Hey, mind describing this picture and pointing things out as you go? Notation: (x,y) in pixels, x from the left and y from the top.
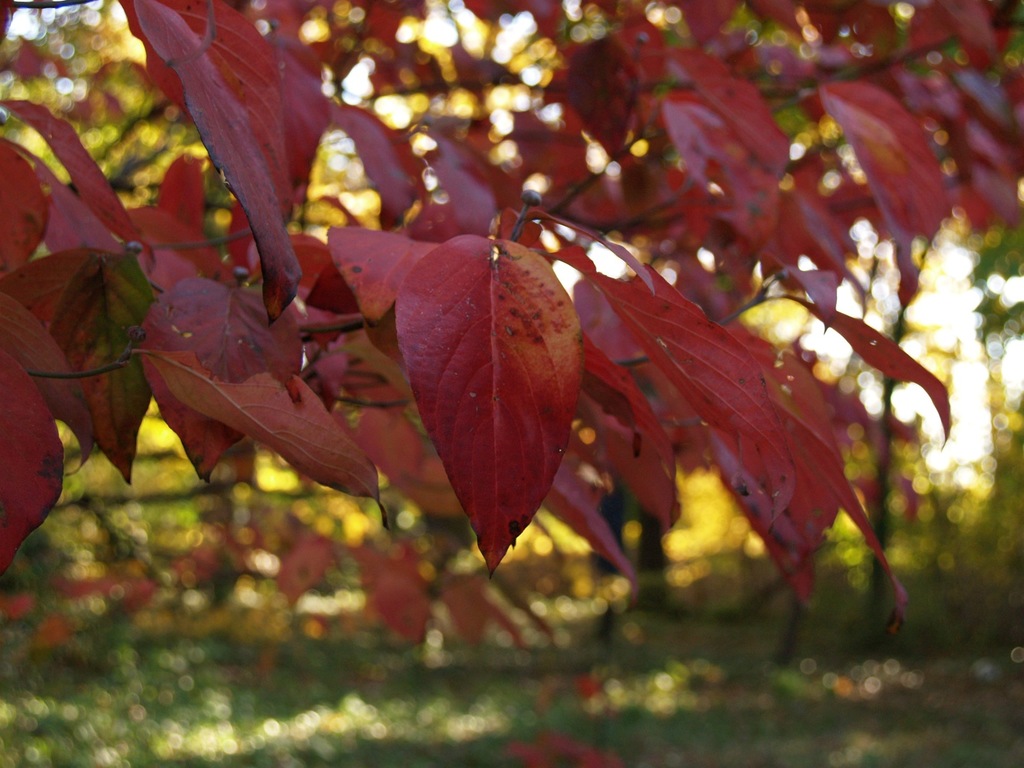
In this image we can see the leaves (419,339) of a tree (391,154).
